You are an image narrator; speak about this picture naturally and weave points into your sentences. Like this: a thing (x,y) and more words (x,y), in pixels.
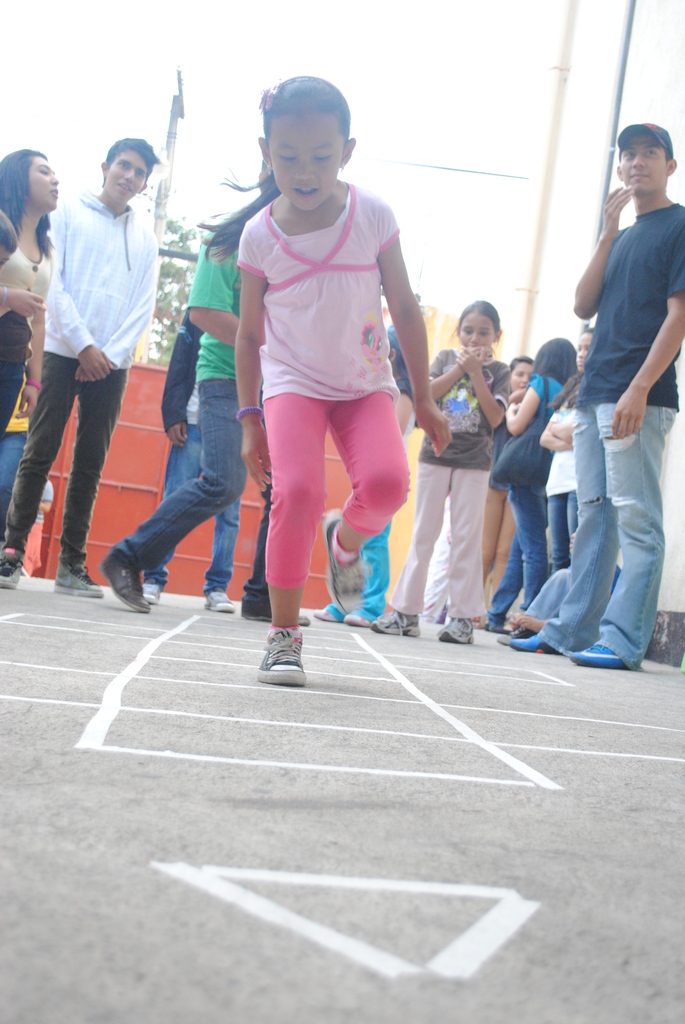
This image is taken outdoors. At the bottom of the image (327,864) there is a road (206,895). In the background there is a tree (160,351) and there is a tree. There is a fence (142,468). A few people (456,500) are standing on the road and a man (225,462) is walking. In the middle of the image (262,447) a kid (279,334) is hopping on the road (306,687). On the right side of the image (559,126) there are two poles (614,118).
